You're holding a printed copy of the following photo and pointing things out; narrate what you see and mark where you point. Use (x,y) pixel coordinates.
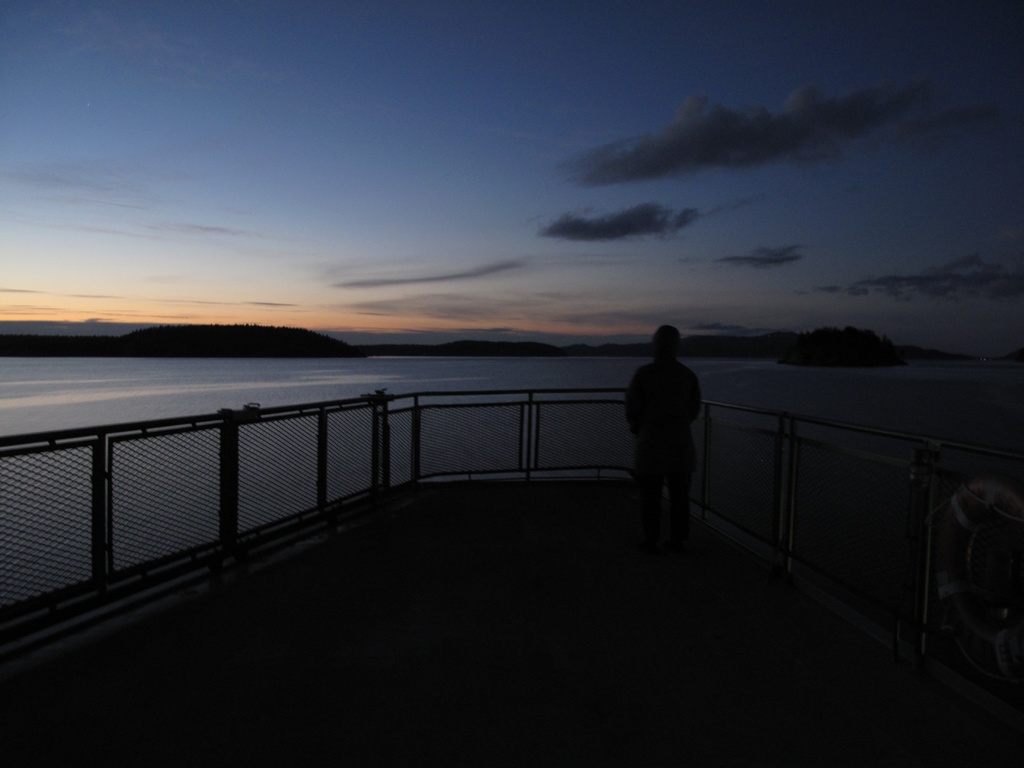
In this image there is one person (665,460) standing on the right side of this image (685,464). There is a fencing (531,466) in the background (354,453). There is a sea (451,398) in the middle of this image (407,383). There is a cloudy sky (661,200) on the top of this image (520,212).
